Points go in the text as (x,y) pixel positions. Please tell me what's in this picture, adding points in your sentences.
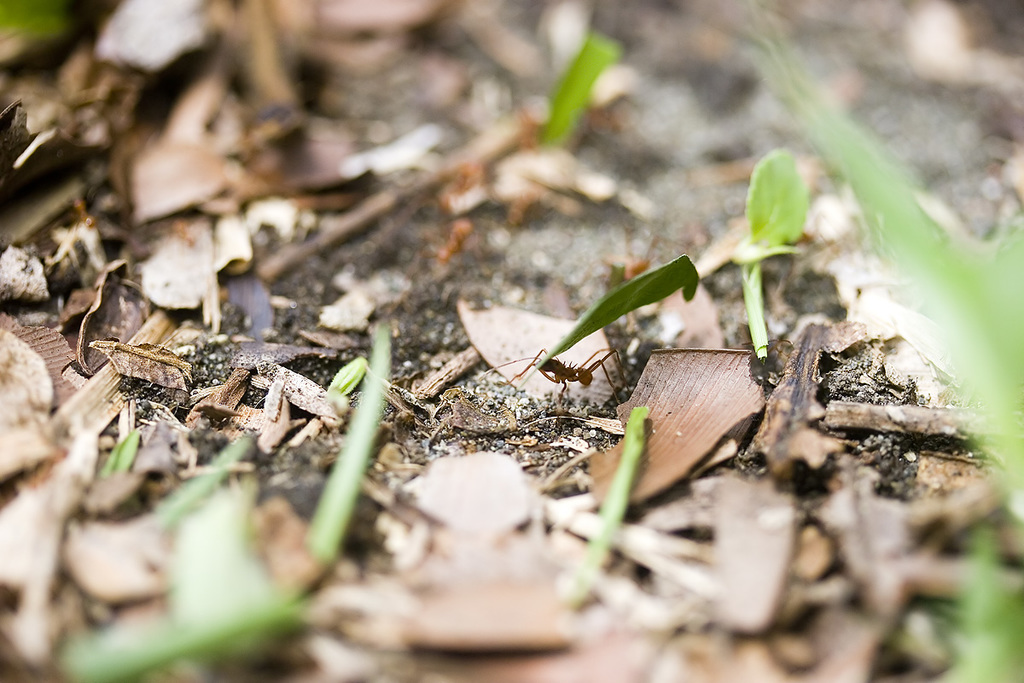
In the image on the ground (247,207) there are dry leaves (174,287) and a few green leaves (845,177). And also there is an ant (588,371) on the ground (548,398).
